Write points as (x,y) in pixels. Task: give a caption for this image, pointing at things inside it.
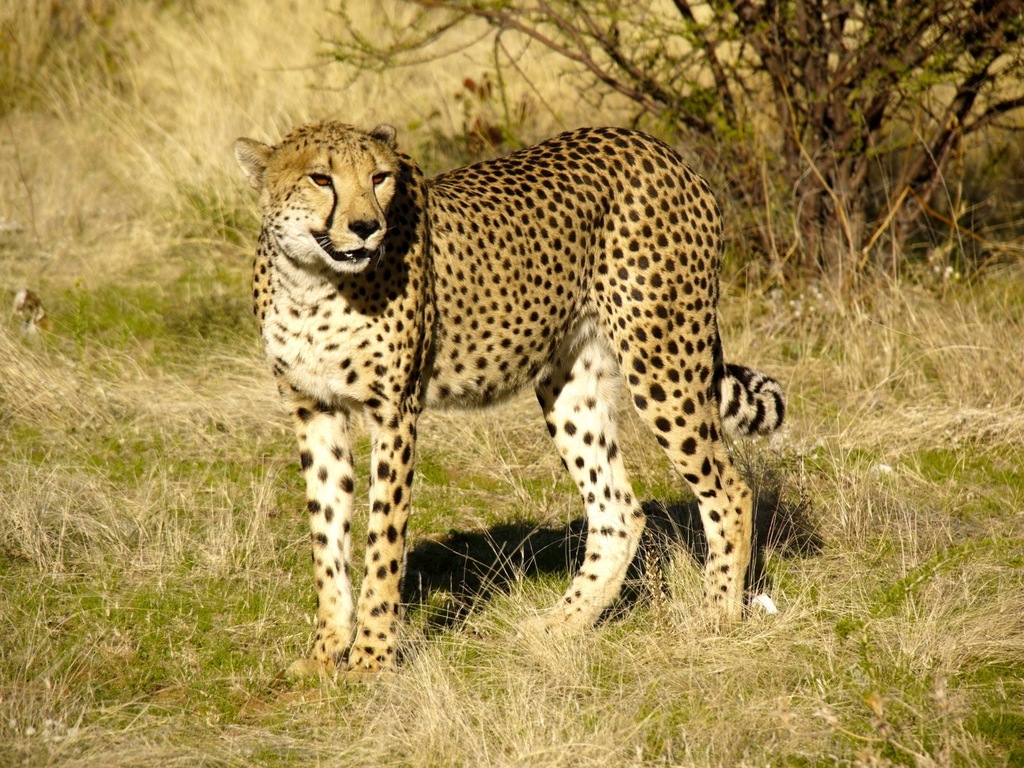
Here in this picture we can see a cheetah (363,270) present on the ground (301,517), which is present on the ground (201,475) over there and behind it we can see plants (650,127) present over there.
